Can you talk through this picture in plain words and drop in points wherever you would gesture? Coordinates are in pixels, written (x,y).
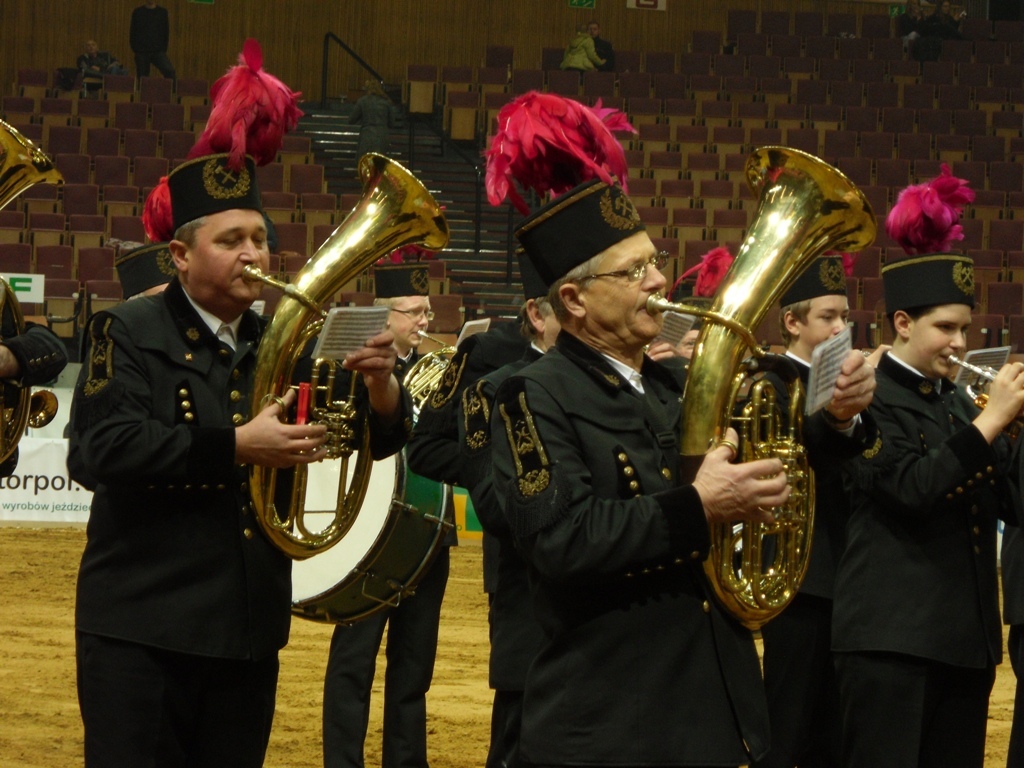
In this image I can see number of people (617,494) are standing and I can see all of them are holding musical instruments (420,332) and papers (370,323). I can also see something is written on these papers (379,332) and I can see all of them are wearing same colour of dress (374,422). In the background (13,259) I can see two white colour boards (67,439), number of chairs (287,213), a railing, stairs (519,284), few more people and on these boards (13,281) I can see something is written.
